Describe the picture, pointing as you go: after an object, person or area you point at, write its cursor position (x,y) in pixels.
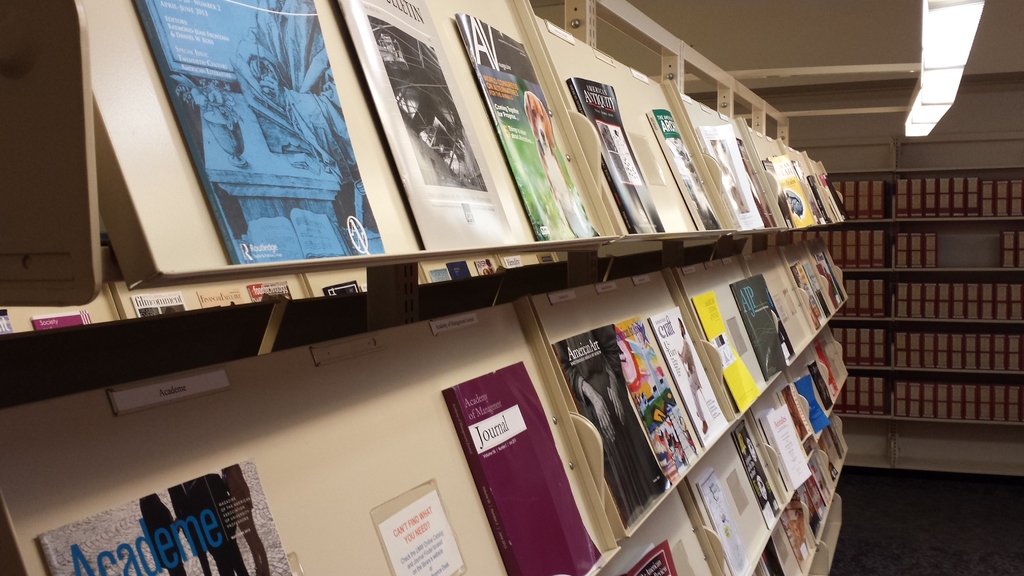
This picture is clicked inside the room (954,285). On the left (160,433) we can see an object (552,298) seems to be the wooden rack (427,326) and we can see many number of books (741,308) placed in the rack (567,157) and we can see the text (493,82) and pictures (542,136) of many other objects (752,448) on the covers (484,87) of books (314,84). In the background (951,244) we can see the wall (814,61) and the racks (892,414) containing some objects (948,291) seems to be the books (987,405). In the top right corner (943,20) we can see a white color object (925,54).
